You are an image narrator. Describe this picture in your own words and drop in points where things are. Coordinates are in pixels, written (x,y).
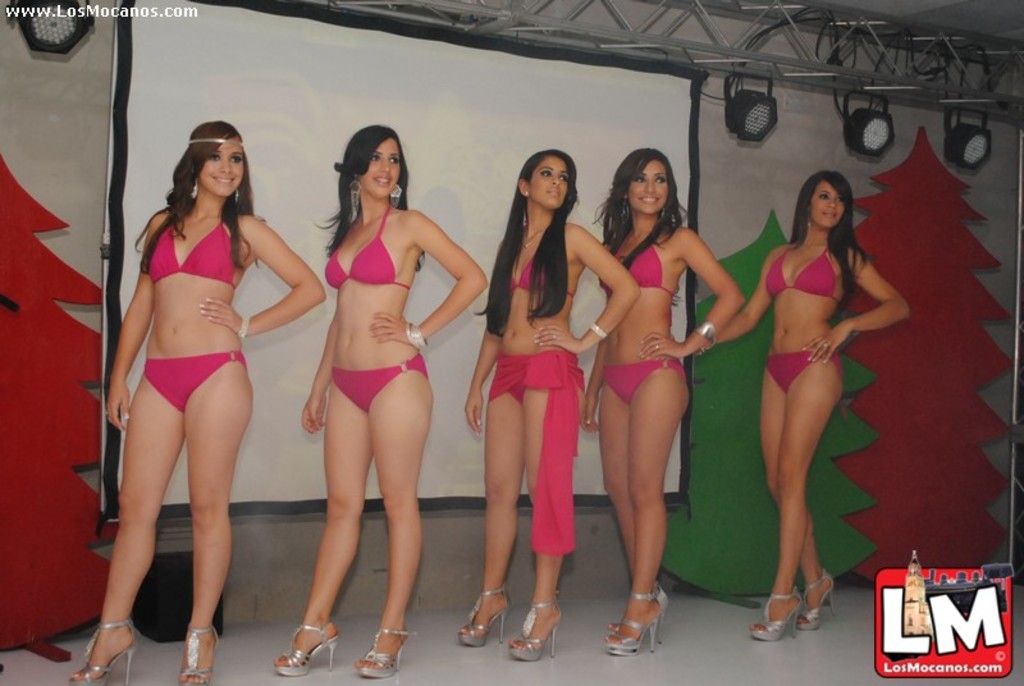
There are women (552,301) standing on the floor (648,656), behind these women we can see screen (445,112), focusing lights (28,29) and rods (789,15) and we can see decorative trees (725,546) and wall (59,101).
